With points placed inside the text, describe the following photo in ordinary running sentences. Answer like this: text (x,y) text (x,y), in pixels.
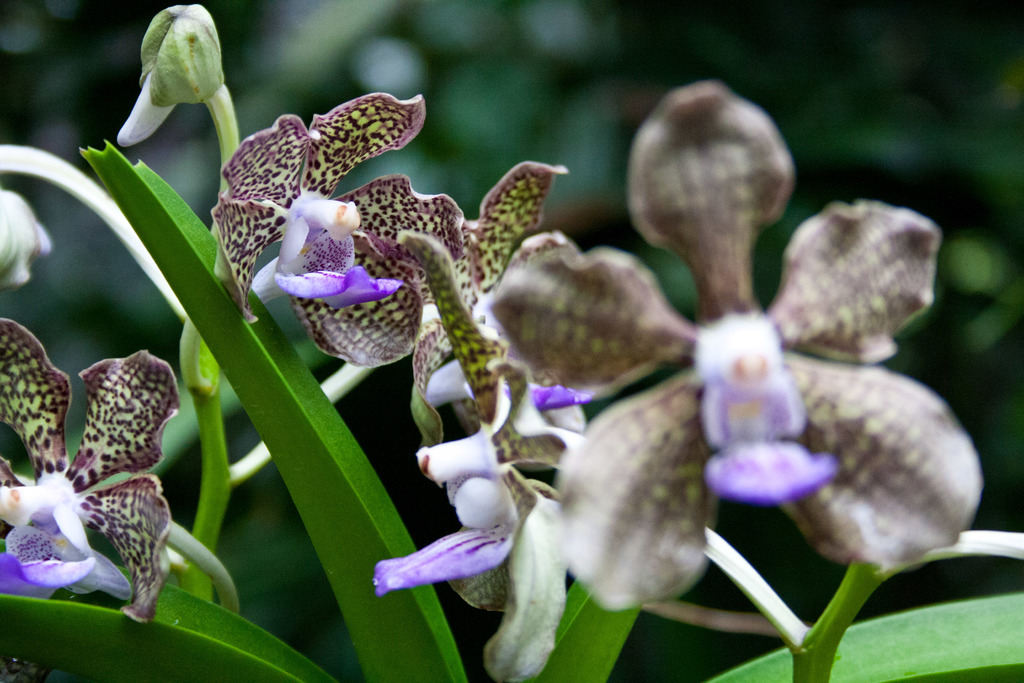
In this image there are flowers (643,552) and leaves (211,626), in the background (627,93) it is blurred.
